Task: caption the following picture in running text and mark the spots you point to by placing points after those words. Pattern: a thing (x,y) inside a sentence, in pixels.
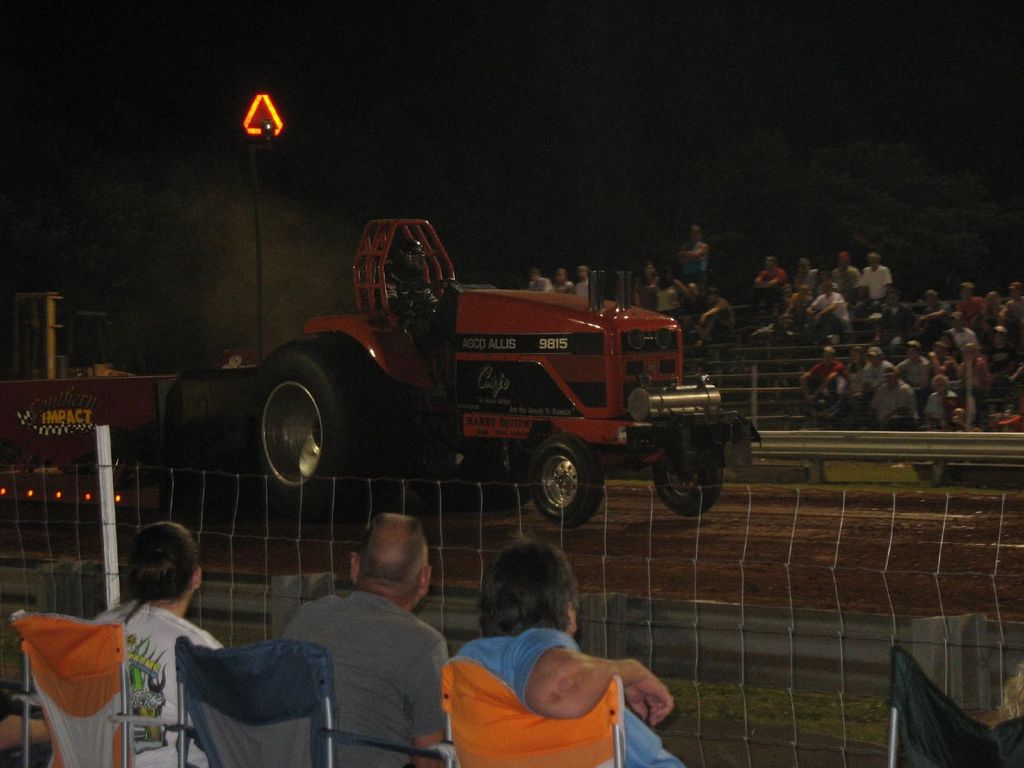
At the bottom of the image (302,614) there are three persons (184,611) sitting on chairs (485,701). In front of them there is mesh (449,583). Behind the mesh (128,543) on the road (784,513) there is a vehicle (640,321). Behind the vehicle (590,370) there are many people (833,318) sitting and also there are trees (894,215). And there is a dark background (713,183). And also there is a pole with a sign board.
